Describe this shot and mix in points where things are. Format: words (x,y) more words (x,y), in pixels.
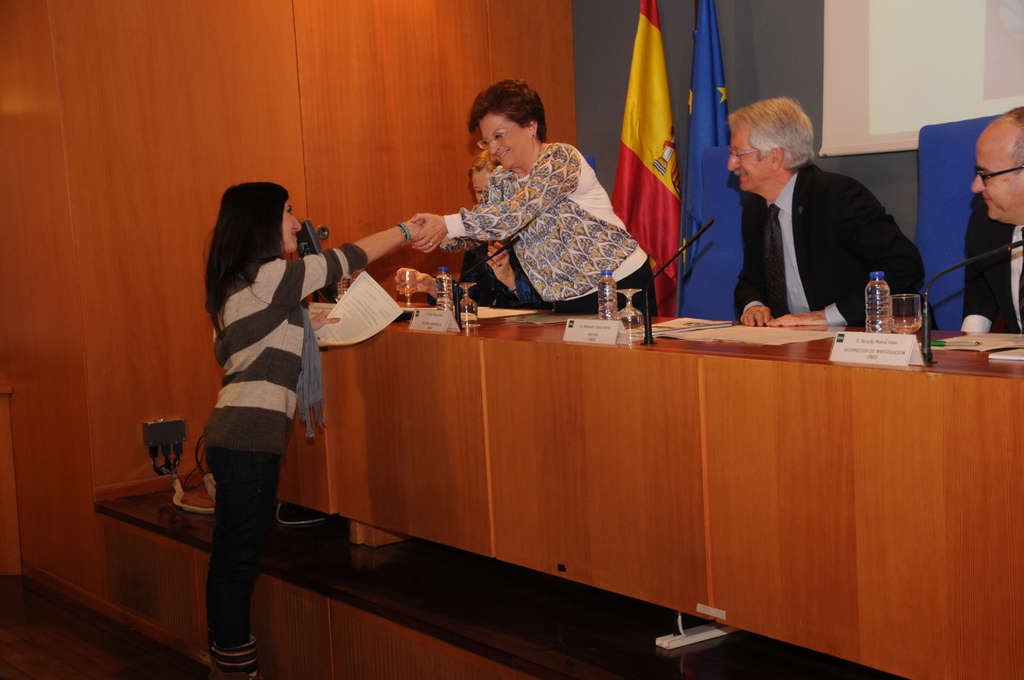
In this image I can see a women (259,384) standing and shaking a hand (437,232) with another woman (496,213), and she is holding papers (353,321) on her hand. I can see two men (841,255) sitting on the chairs (945,263) and smiling. This is a table (739,420) like a kind of podium (711,380). On this I can see papers (787,332), name board (891,339), water bottle (877,313), mike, and glasses (464,313) on it. At background (642,139) I can see two flags (638,124) one is of blue color and the other one is of yellow and red color. at the top right corner of the image (854,70) I can see a foldable screen (854,92) and I can see another person (483,177) who is sitting beside the women (511,176). this is the stage (554,637).
